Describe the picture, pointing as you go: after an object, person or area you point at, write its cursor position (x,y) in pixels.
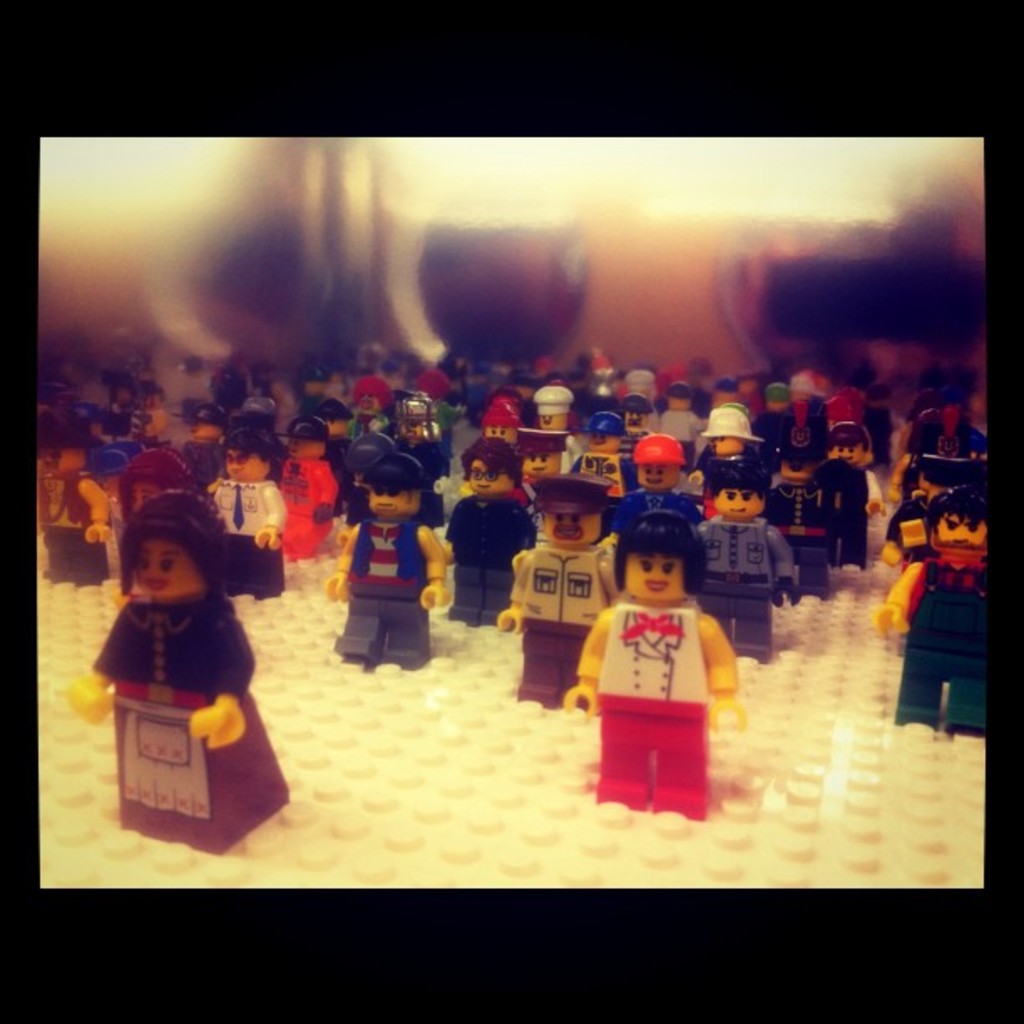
In the image there are many toys (193,746) on the white surface (327,784). And there is a blur background (803,156).
